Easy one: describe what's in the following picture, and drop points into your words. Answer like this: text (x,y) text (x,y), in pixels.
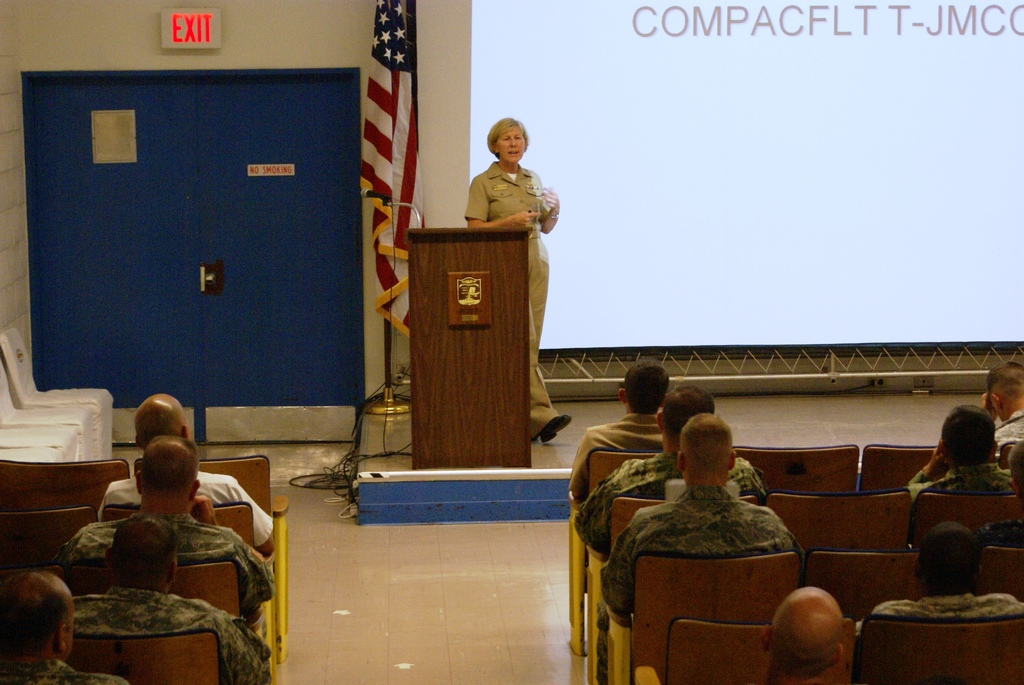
In this picture we can see a woman (484,193) standing on the stage (574,418). There is a podium (461,436). We can see a flag (412,136), door (62,248) and an EXIT signboard (166,45) on the wall (240,41). There are few chairs (8,439) and some people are sitting on the chair (107,467). We can see a screen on the right side (1010,44).
